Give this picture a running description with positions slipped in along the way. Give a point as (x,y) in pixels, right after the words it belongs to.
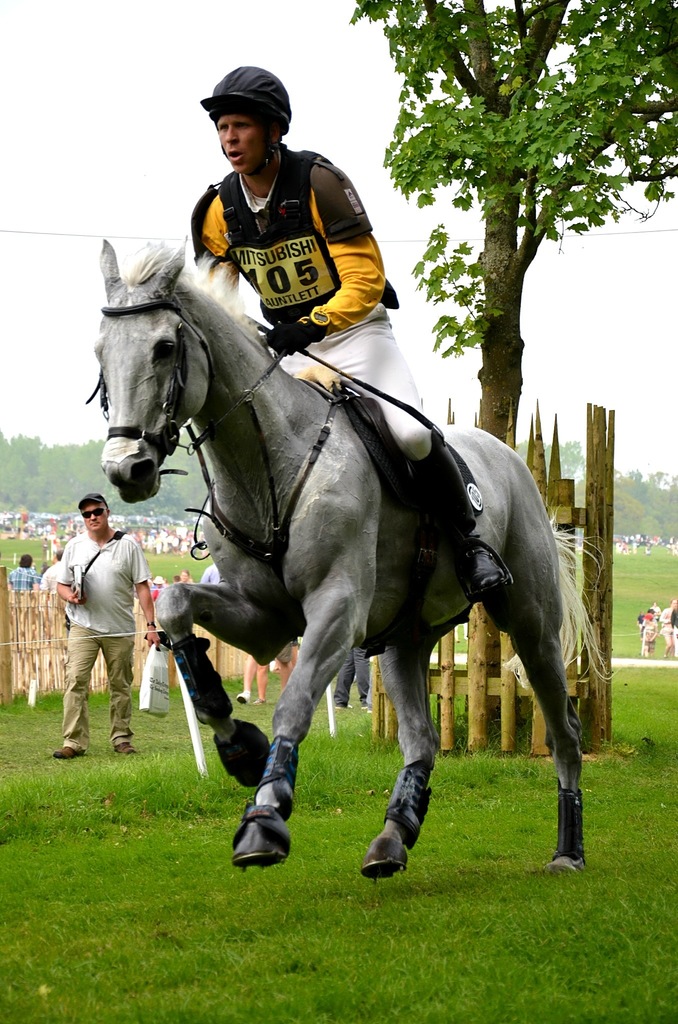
In this image we can see a person (308,367) riding on the horse (355,596). In the background (491,374) we can see many people (131,549), wooden fence (1,625), tree (535,169) and sky (79,126).
